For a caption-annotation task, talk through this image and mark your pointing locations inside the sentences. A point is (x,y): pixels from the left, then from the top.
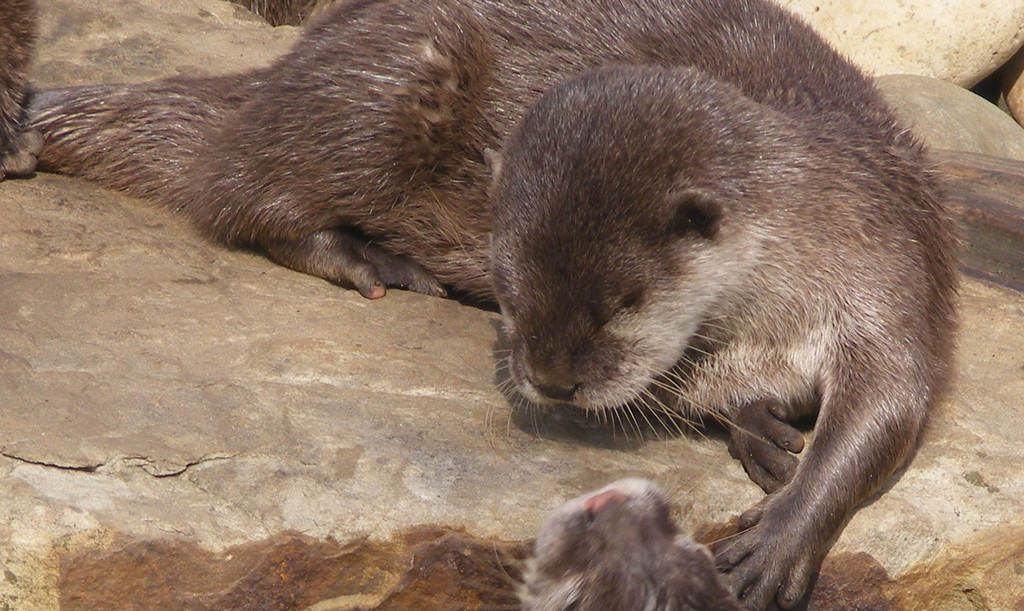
In the image we can see animals (570,529), pale brown in color and they are on the stones (295,381).
